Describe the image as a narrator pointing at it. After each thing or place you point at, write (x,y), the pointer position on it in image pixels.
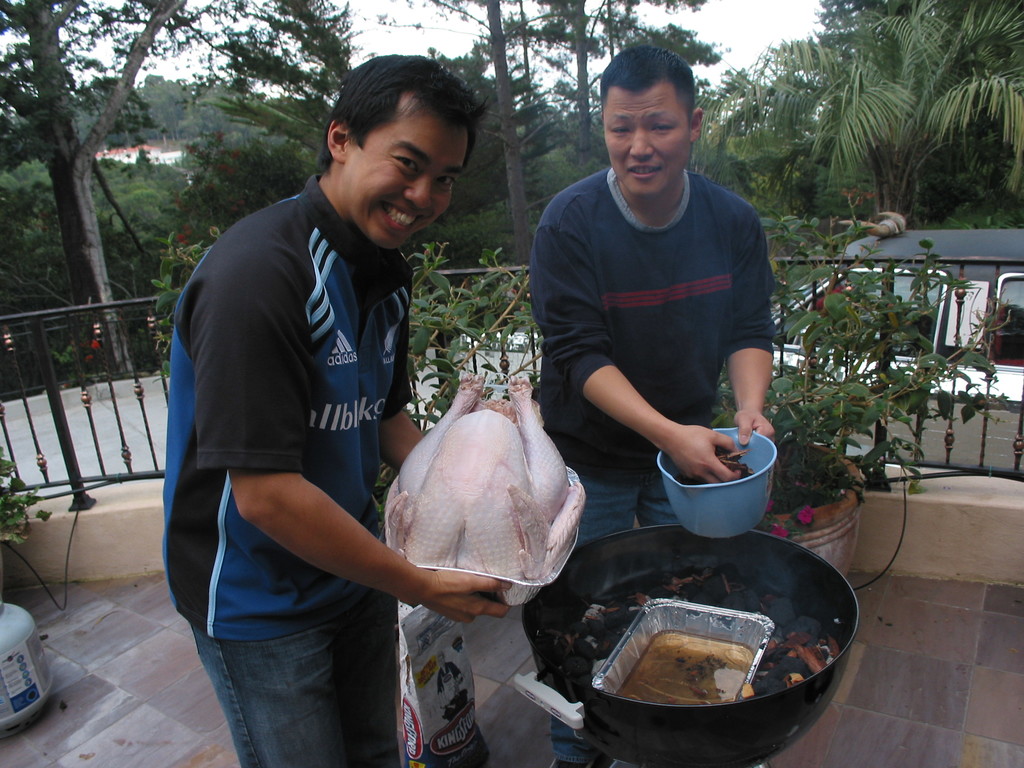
In this picture there is a man (387,333) on the left side of the image (234,368), by holding a peeled turkey (484,457) in his hands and there is another man (621,484) in the center of the image (652,415), by holding a bowl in his hands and there is a grill (838,664) at the bottom side of the image (699,740), there is a boundary (36,525) behind them and there are trees (735,169) and a car (960,234) in the background area of the image (52,41).
